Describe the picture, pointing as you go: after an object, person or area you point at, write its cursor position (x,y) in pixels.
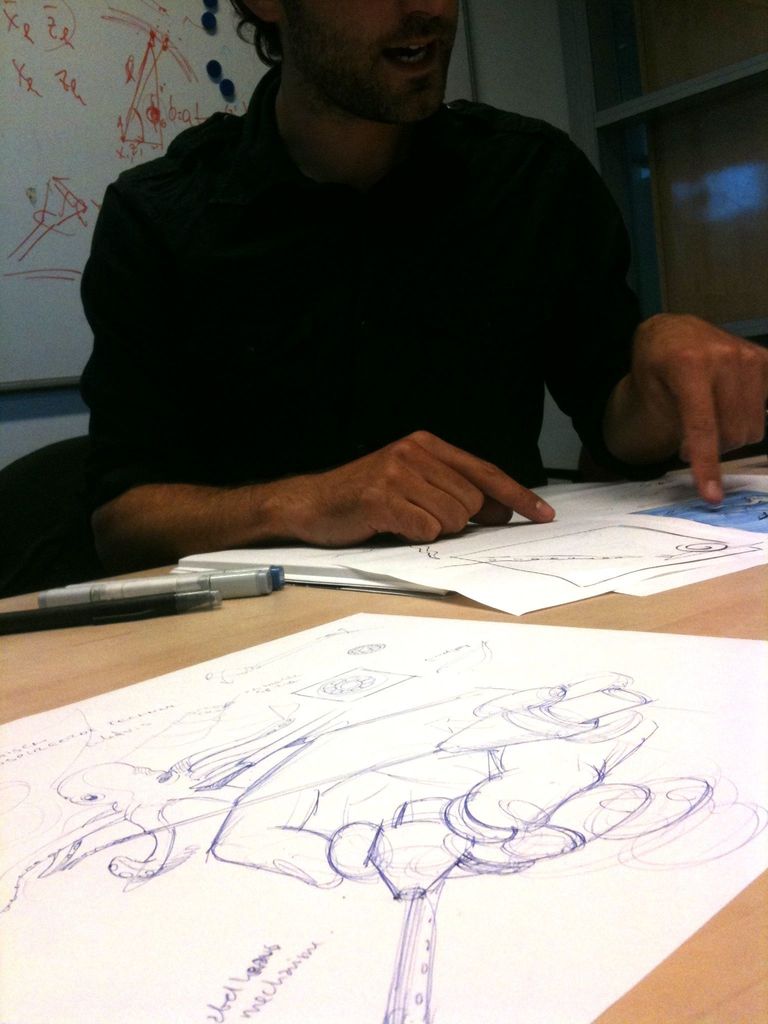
In this image we can see a man (360,38) sitting on the chair (48,493). He is wearing a black color shirt (378,257) and he is speaking. Here we can see the man (556,355) is pointing his fingers (713,487) towards the paper (701,505) and explaining something. Here we can see the papers (500,661), a book (347,584) and pens (144,581) on the wooden table (690,991). In the background (12,204), we can see the board (85,94).
